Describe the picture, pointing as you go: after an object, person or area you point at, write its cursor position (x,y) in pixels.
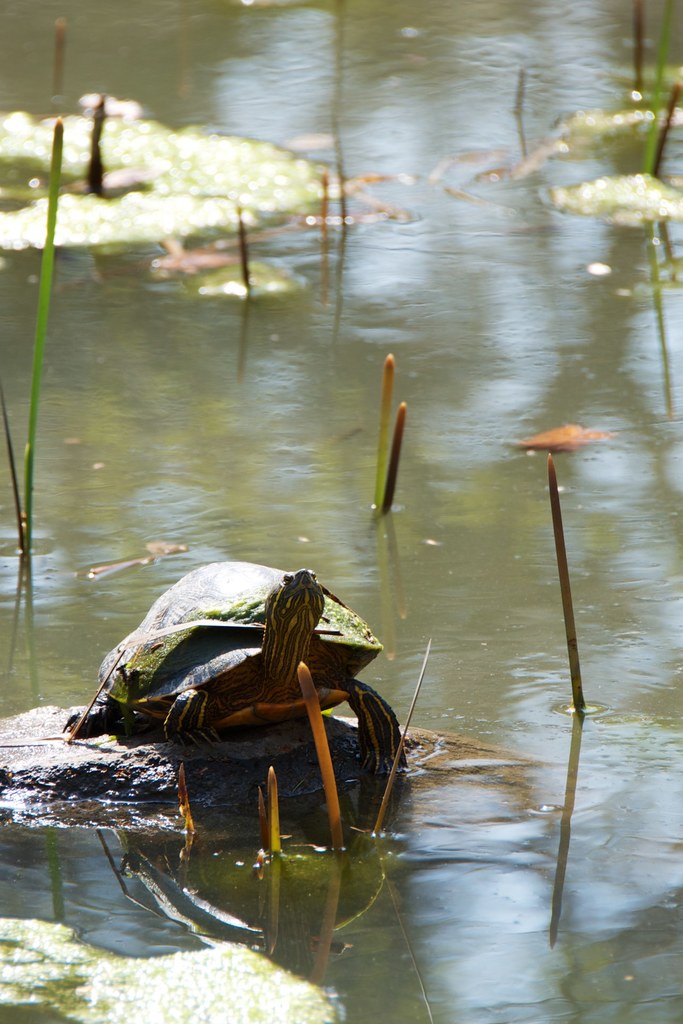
In this image we can see a tortoise (111,721) on the rock (289,752). We can also see some plants (324,744) in a water body (449,846).
